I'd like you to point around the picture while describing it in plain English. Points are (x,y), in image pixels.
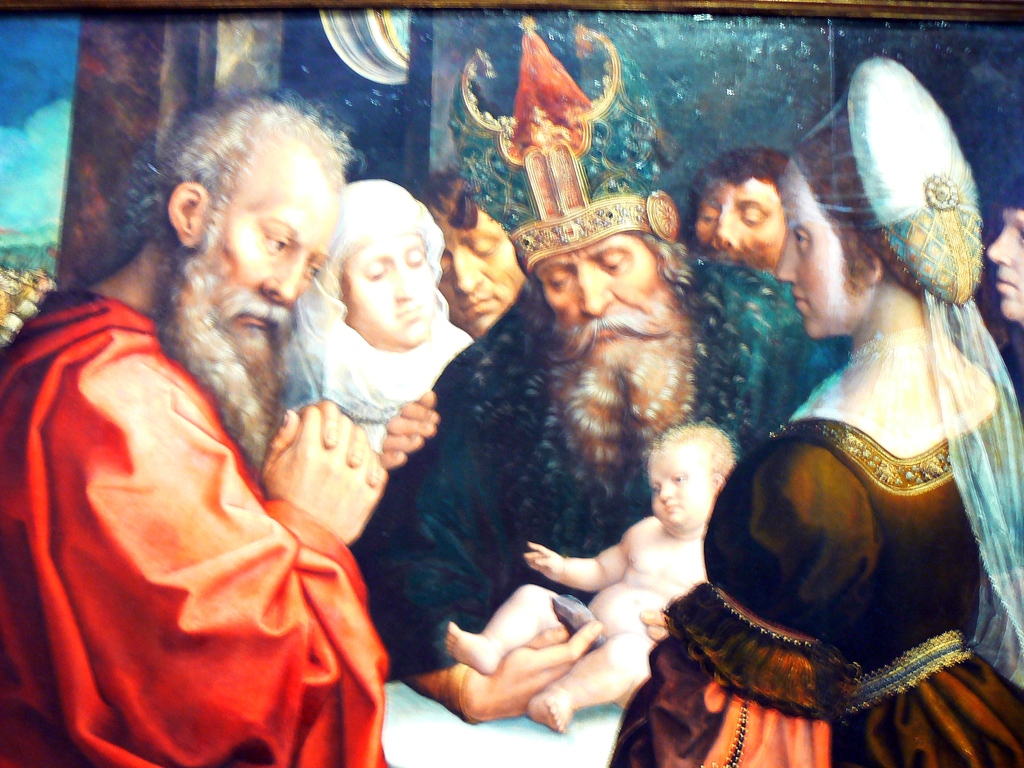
In this picture there is a portrait (512,408) in the center of the image (561,400) and there are people (474,377) on it.
